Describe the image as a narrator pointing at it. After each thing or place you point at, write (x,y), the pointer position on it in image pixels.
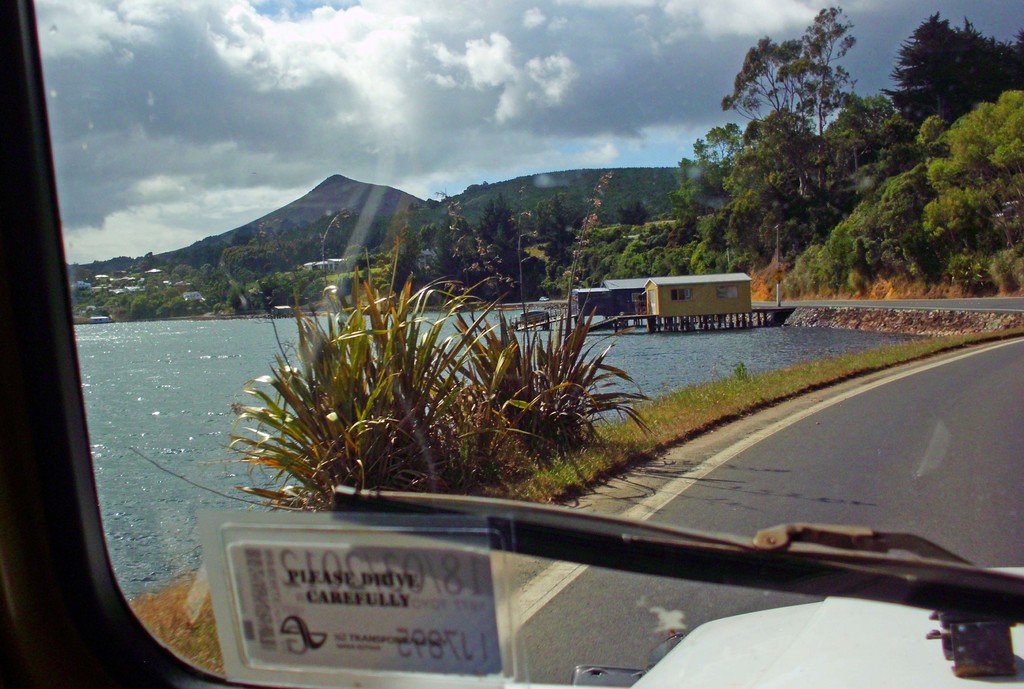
In this image I see the wiper (992,614), road (814,441), plants (398,324), water (616,357), 2 houses (699,310) over here and a lot of trees (646,274) and mountains (217,261) and in the background (401,127) I see the sky (80,136) is a bit cloudy.
